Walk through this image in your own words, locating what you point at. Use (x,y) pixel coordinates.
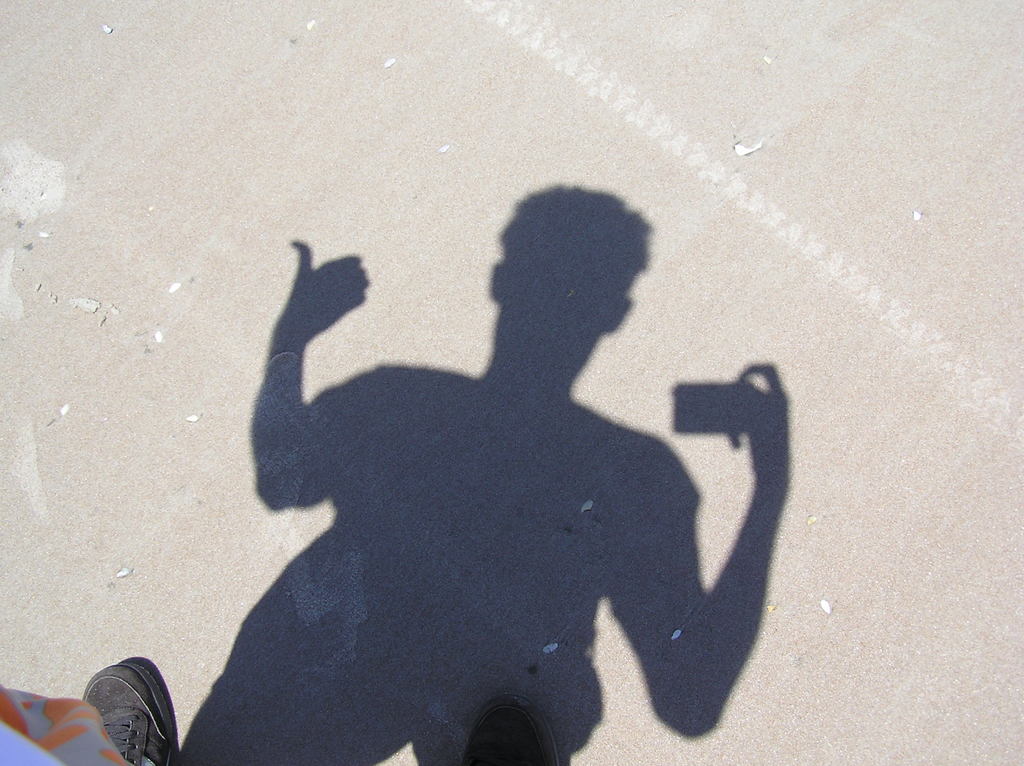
In this picture we can see a shoe (128,709) and shadow (436,559) of a person (92,748).
